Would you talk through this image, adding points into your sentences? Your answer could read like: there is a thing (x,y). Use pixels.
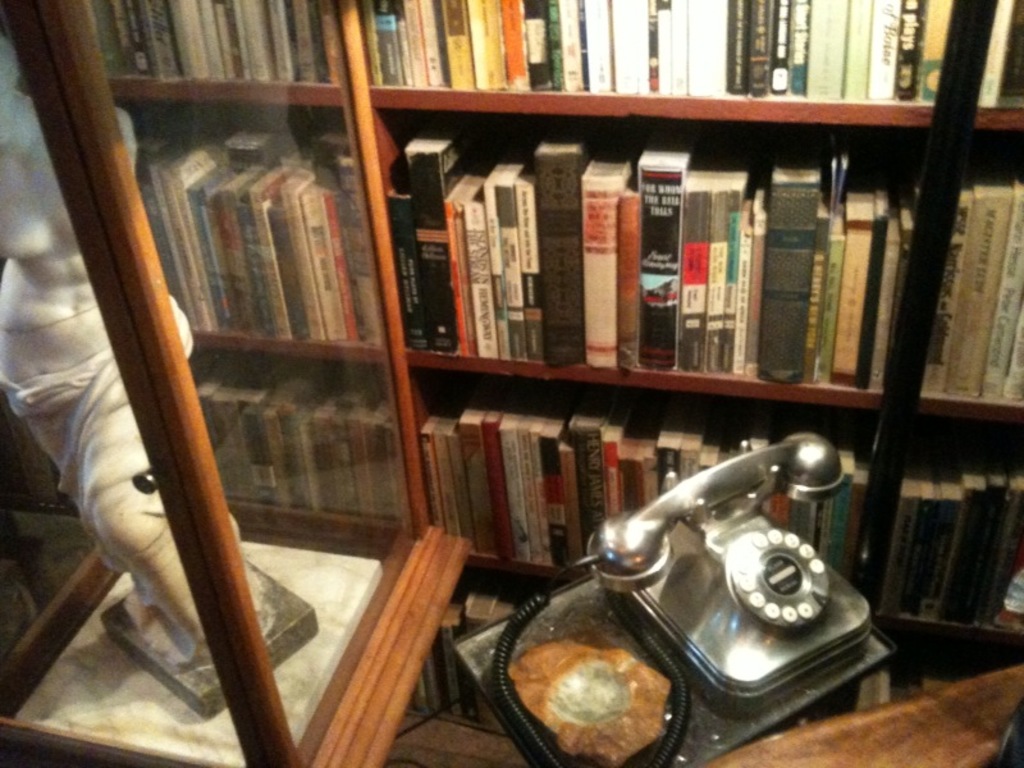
In the center of the image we can see one table (774,721). On the table (715,735), we can see one brown color object (632,681) and one landline phone (770,679). In the bottom right side of the image (988,730), there is a wood (971,727). On the left side of the image (205,446). we can see one glass wooden stand (302,465). In the glass stand (197,301), we can see one sculpture (20,302). In the background (530,137) we can see racks (720,385) and different types of books (775,250).
